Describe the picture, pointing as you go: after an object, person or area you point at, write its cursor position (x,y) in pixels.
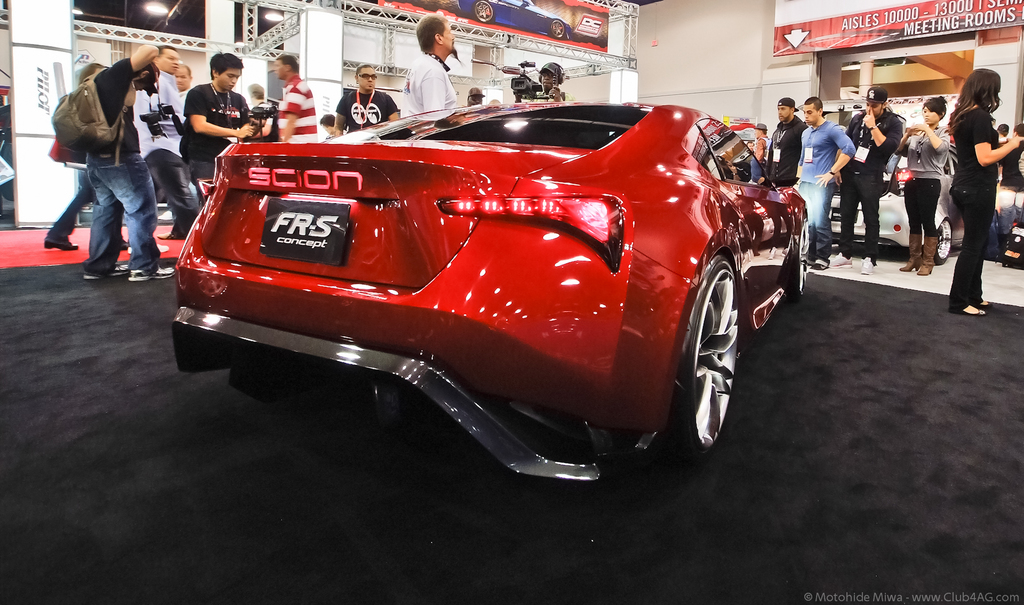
In this image we can see a car (533,241). There are many people (763,143). Some are wearing tags (864,152). Some people (205,102) are holding cameras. Person (137,143) on the left side (89,130) is wearing bag (72,108). In the back (559,15) there are banners (887,4).
